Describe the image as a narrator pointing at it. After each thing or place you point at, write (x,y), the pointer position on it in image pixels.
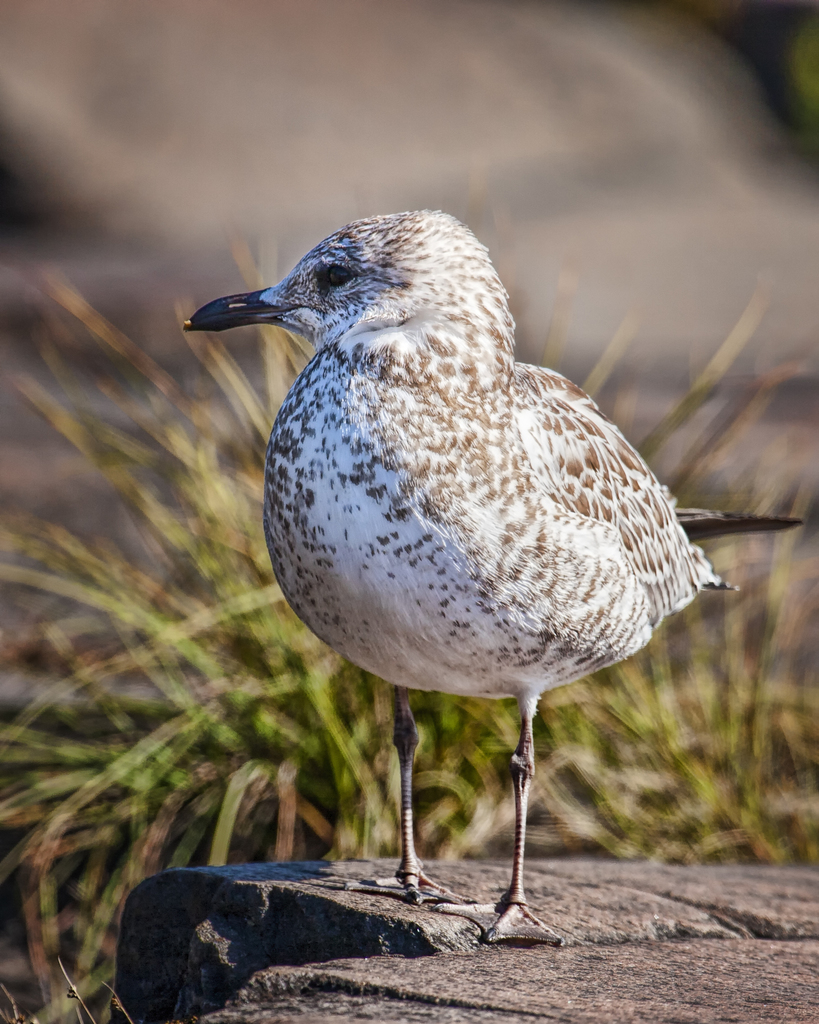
In this image there is a bird (491,653) standing on the rock (518,981). Behind it there is grass (316,715). The background (126,138) is blurry.
